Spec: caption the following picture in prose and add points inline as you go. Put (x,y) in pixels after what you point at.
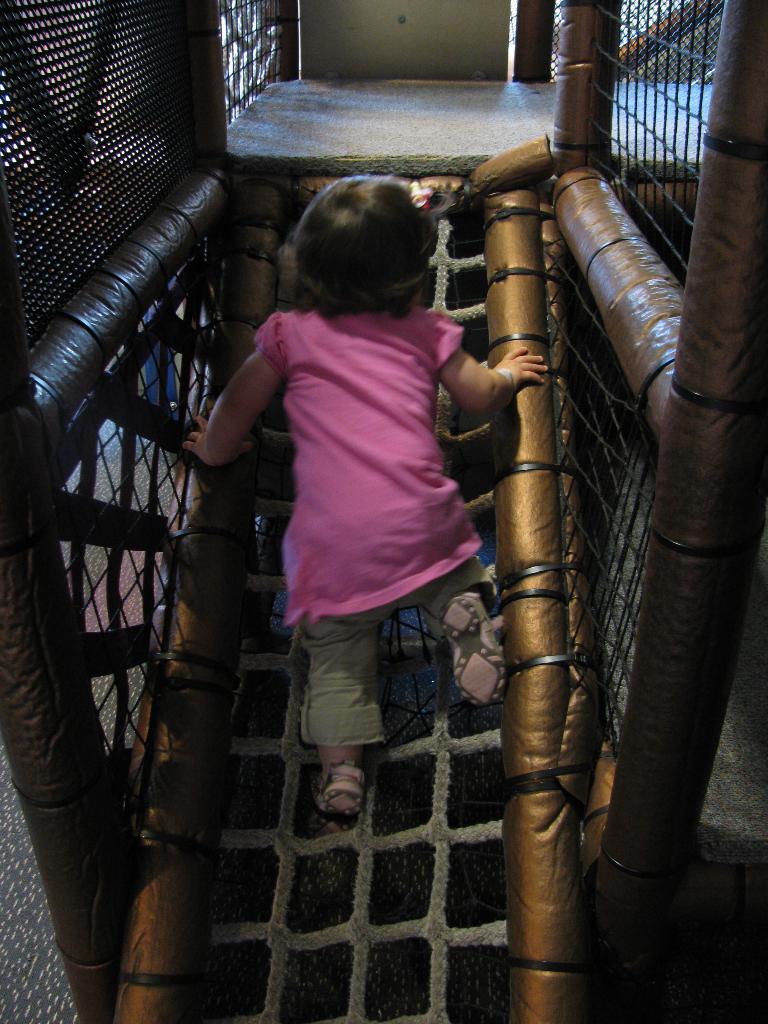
There is a small child (319,514) walking on a rope ladder (364,872).
